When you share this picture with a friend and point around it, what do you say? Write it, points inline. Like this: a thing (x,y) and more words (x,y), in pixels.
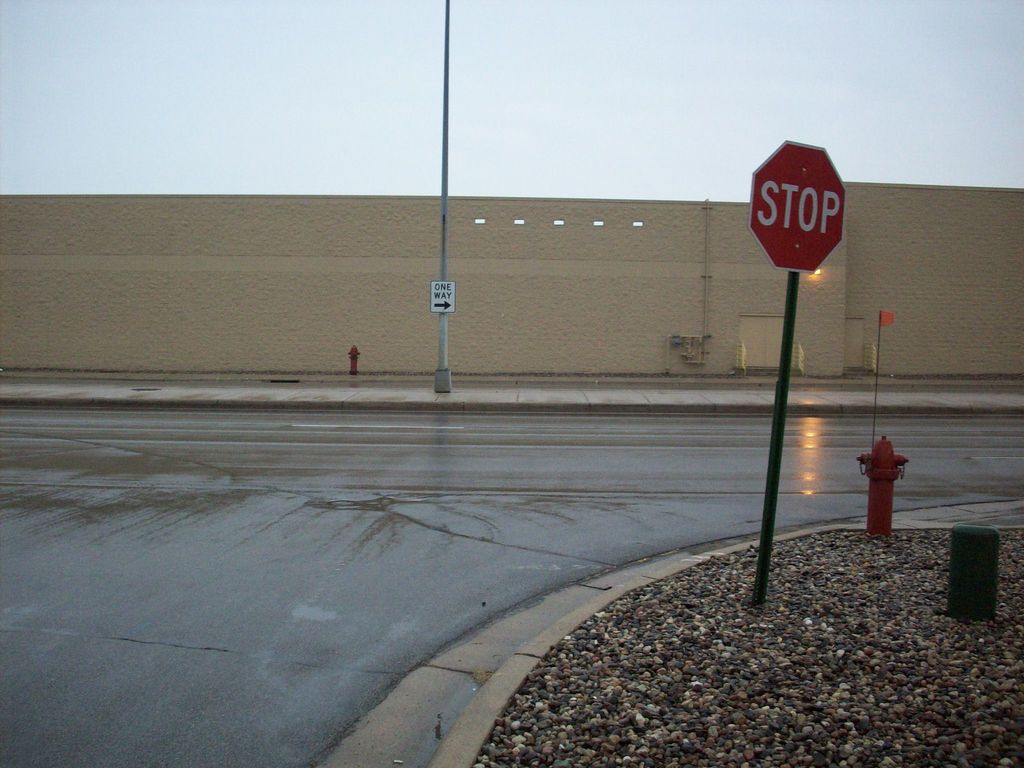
In this image I can see a road (429,505) in the centre (479,488). In the front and in the background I can see few poles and few sign boards (826,180). On these boards (805,153) I can see something is written. On the right side of this image (876,395) I can see a flag (876,377). I can also see few fire hydrants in the front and in the background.
